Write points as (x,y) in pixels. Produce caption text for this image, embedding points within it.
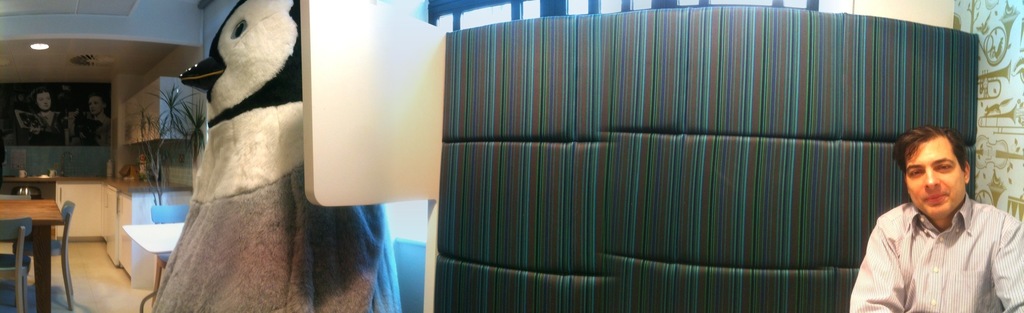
In this image we can see a man (914,211), toy (256,206), tables (181,225), chairs (16,224), cupboards (125,274), wash basin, plant (167,99), light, ceiling (97,59), and few objects (606,154). Here we can see pictures (96,112) on the wall (81,154).
